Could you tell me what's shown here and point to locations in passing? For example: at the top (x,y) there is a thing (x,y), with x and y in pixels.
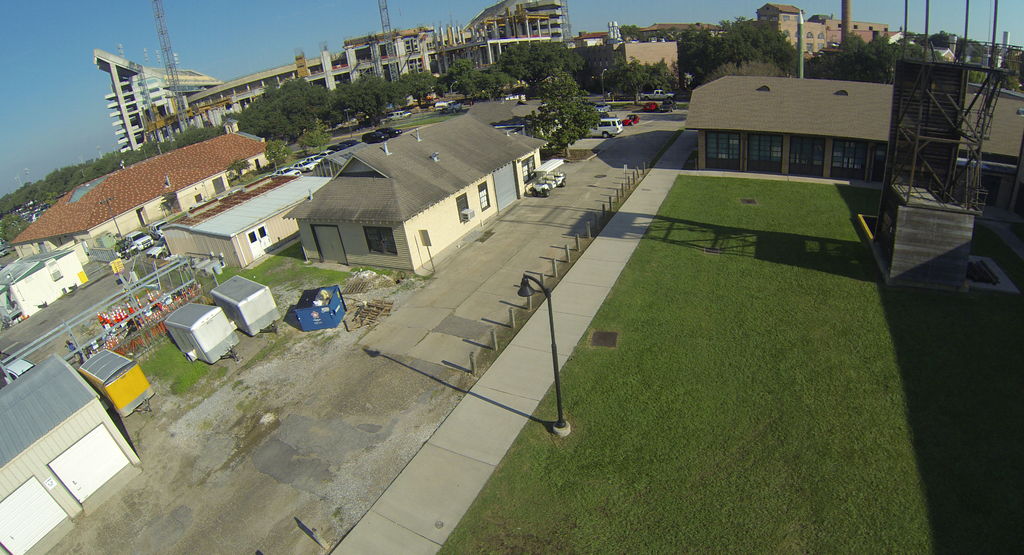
On the right side of the picture (903,139) there are trees (873,44), buildings (834,85), poles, grass (802,223), street light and other objects (991,65). In the center of the picture (428,234) there are trees (709,49), buildings (512,26), cars (624,121), road (563,210) and other objects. On the left (14,508) there are buildings (170,161), roads (100,269), vehicles (147,243), trees (295,117), iron objects (172,59) and compartments (192,332).
